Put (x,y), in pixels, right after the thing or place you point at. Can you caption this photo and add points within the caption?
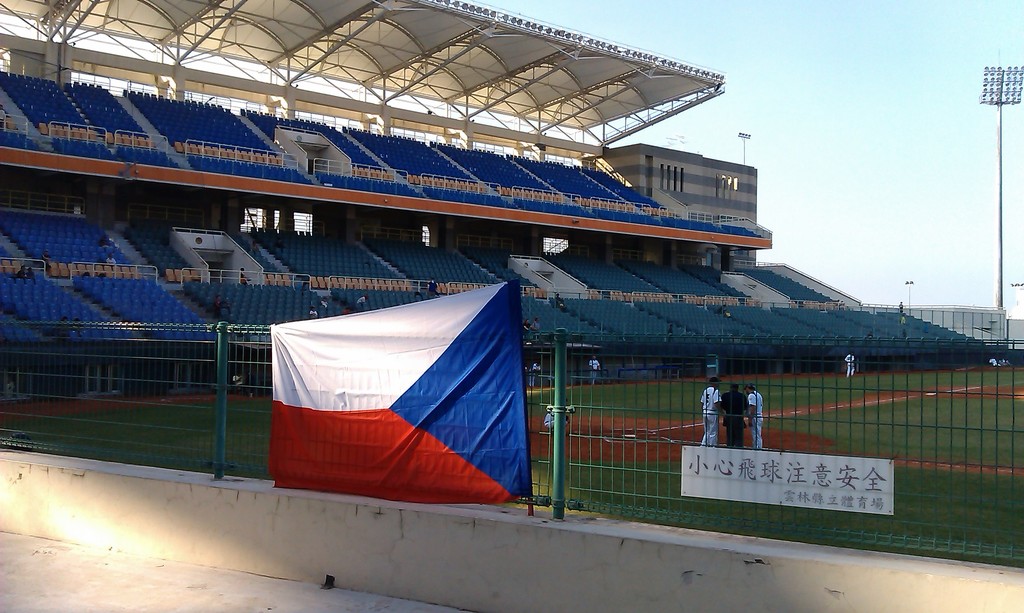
In this image I can see the railing (656,520). There is a flag (359,447) and board (700,468) to the railing (560,441). In the back (704,402) there are few people (731,428) are on the ground (875,437). In the back (445,294) I can see the stadium (659,287). And in the stadium (301,291) the chairs (319,301) are in blue color. To the right (936,283) there is a pole (999,267) and the sky (744,84).
